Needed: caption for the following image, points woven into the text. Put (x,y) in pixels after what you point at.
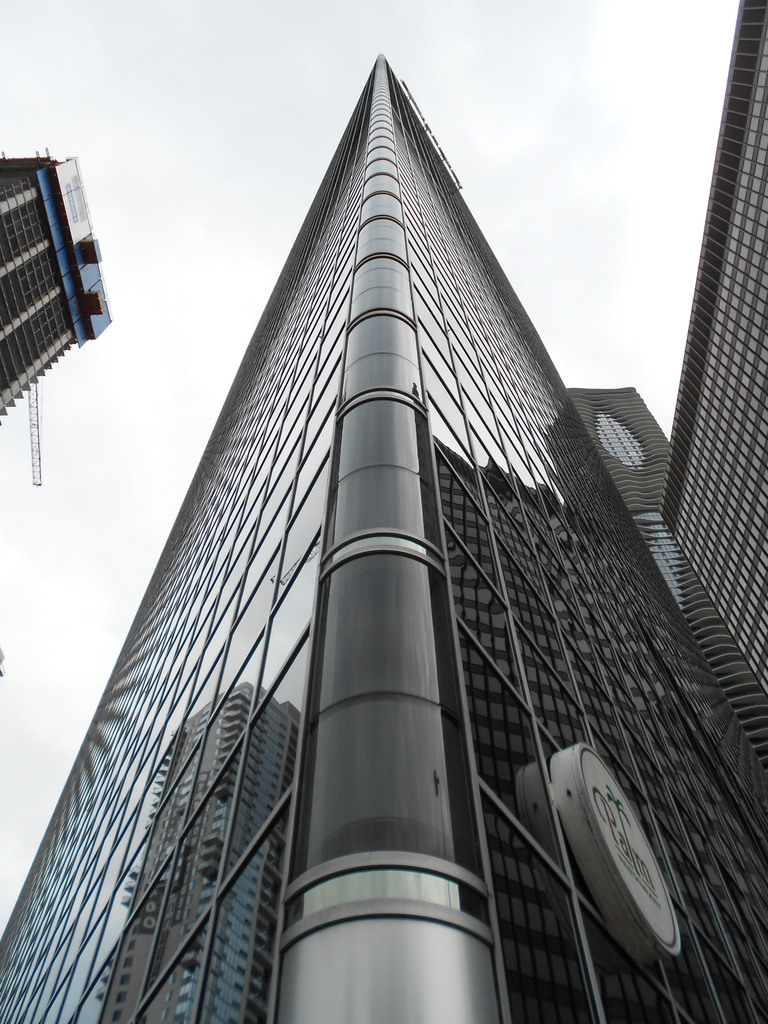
In this image we can see big buildings (483,434). The sky (226,167) is full of clouds (223,101).
